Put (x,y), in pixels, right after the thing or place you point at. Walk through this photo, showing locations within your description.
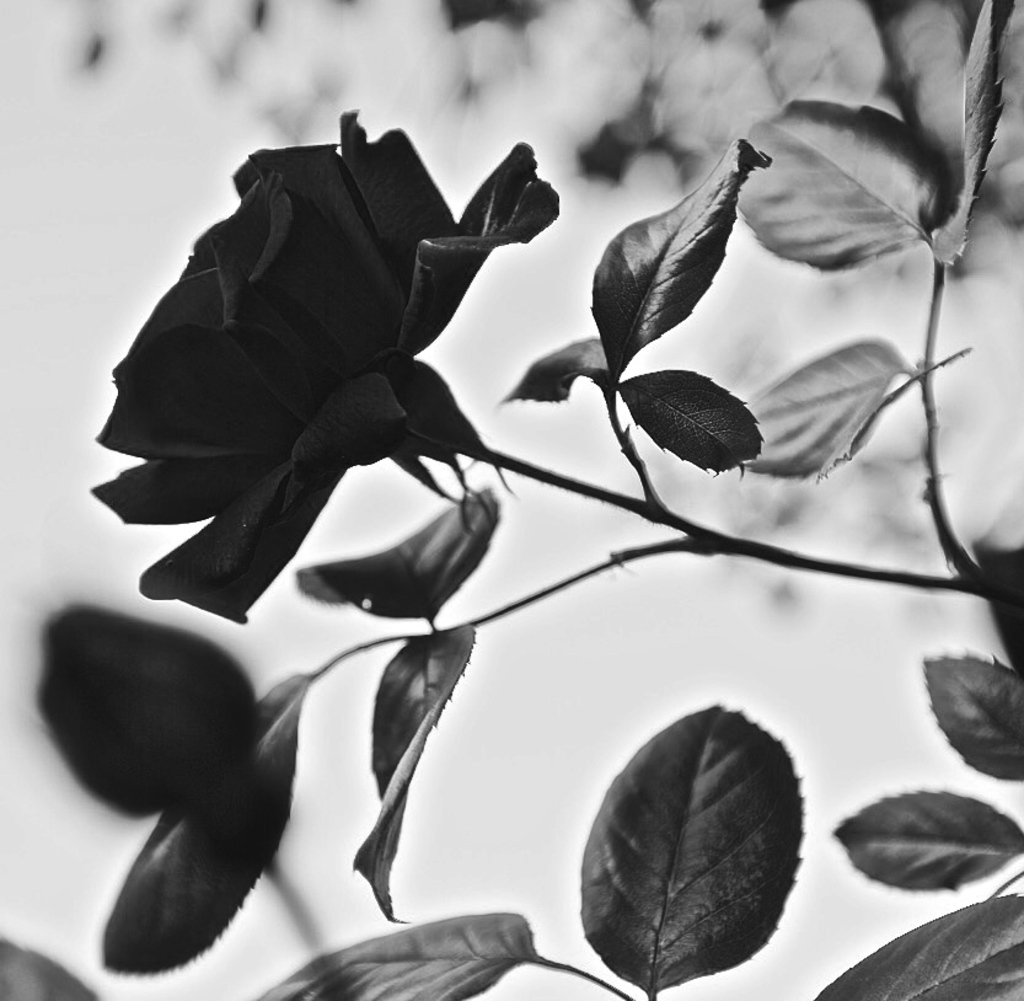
In this image I can see the black and white picture in which I can see a flower (320,426) to a tree (906,246). I can see the blurry background (544,327).
